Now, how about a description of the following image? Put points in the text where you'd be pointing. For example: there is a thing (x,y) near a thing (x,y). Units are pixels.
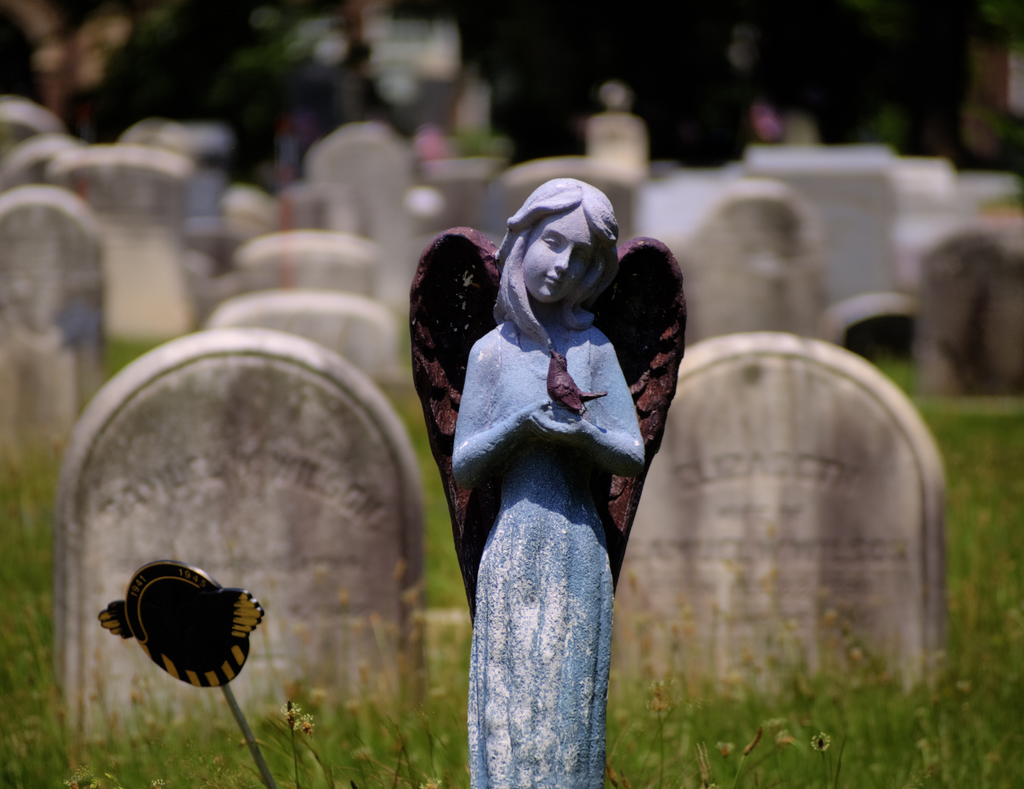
In this picture we can see a statue of woman (639,380) with wings (643,315) and bird (571,398) is in her hand (552,420) and here it is a pole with some badge symbol (208,616) and in the background (313,289) we can see graveyard (613,169) of tombs (330,256) and grass (974,480) and it is some blurry.
